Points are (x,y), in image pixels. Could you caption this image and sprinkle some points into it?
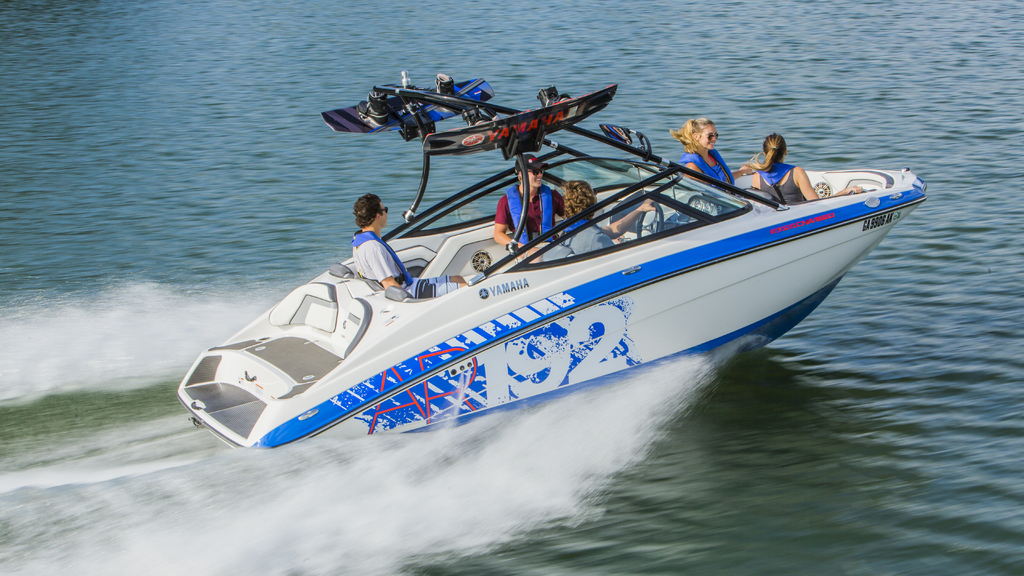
In the picture I can see people (396,283) are sitting on a boat (455,232). The boat (515,287) is white in color and is on the water (764,501).
